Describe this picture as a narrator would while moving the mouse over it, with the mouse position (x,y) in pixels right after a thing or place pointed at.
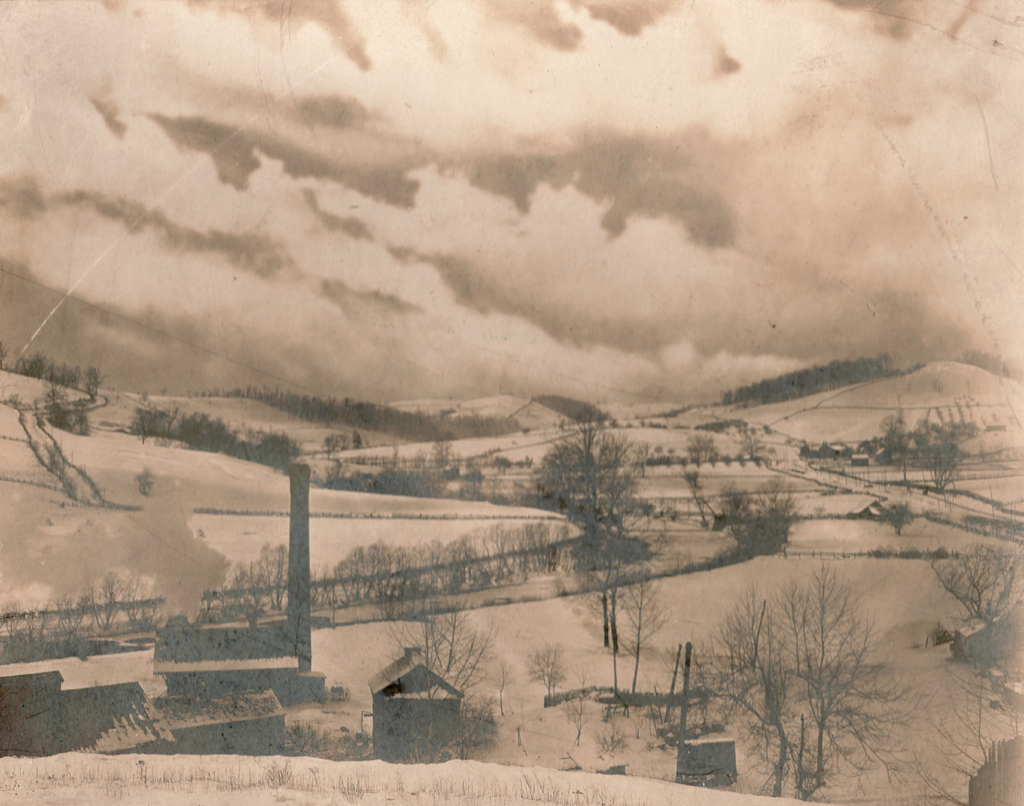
As we can see in the image there is photograph (526,653) of houses (304,681) and trees (736,620). There is snow (522,652) and fence (553,705). At the top (391,139) there is sky (331,134) and clouds (305,158).
